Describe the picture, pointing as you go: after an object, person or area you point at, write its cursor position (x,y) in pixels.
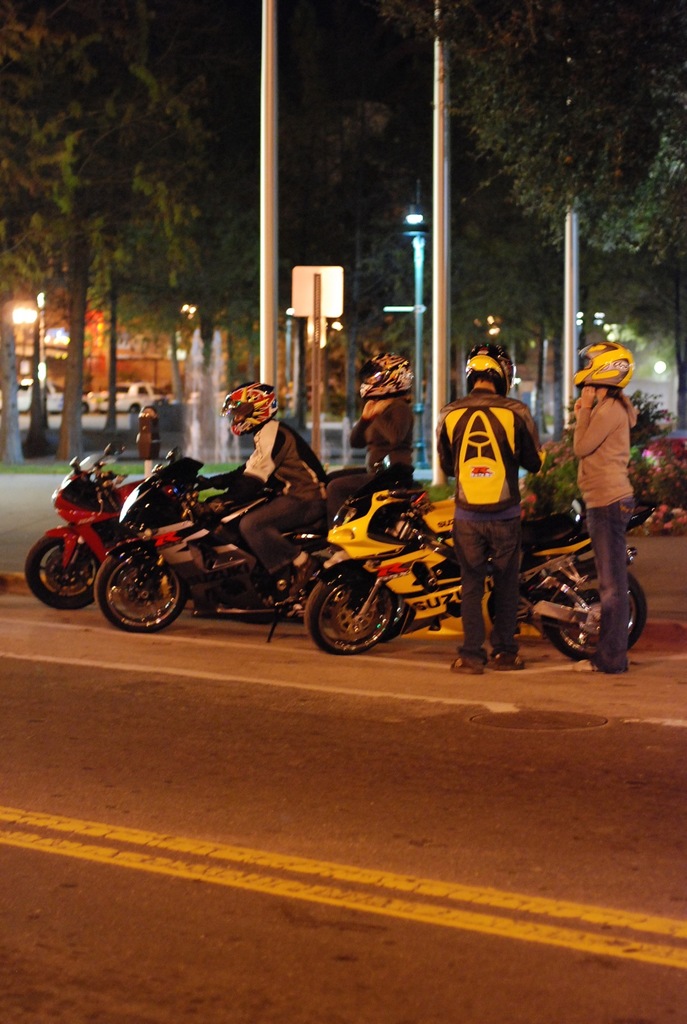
This is a picture where we have three bikes (181,524) and four people (462,472) with helmets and there are some trees (357,235) and poles (419,238) around them.
